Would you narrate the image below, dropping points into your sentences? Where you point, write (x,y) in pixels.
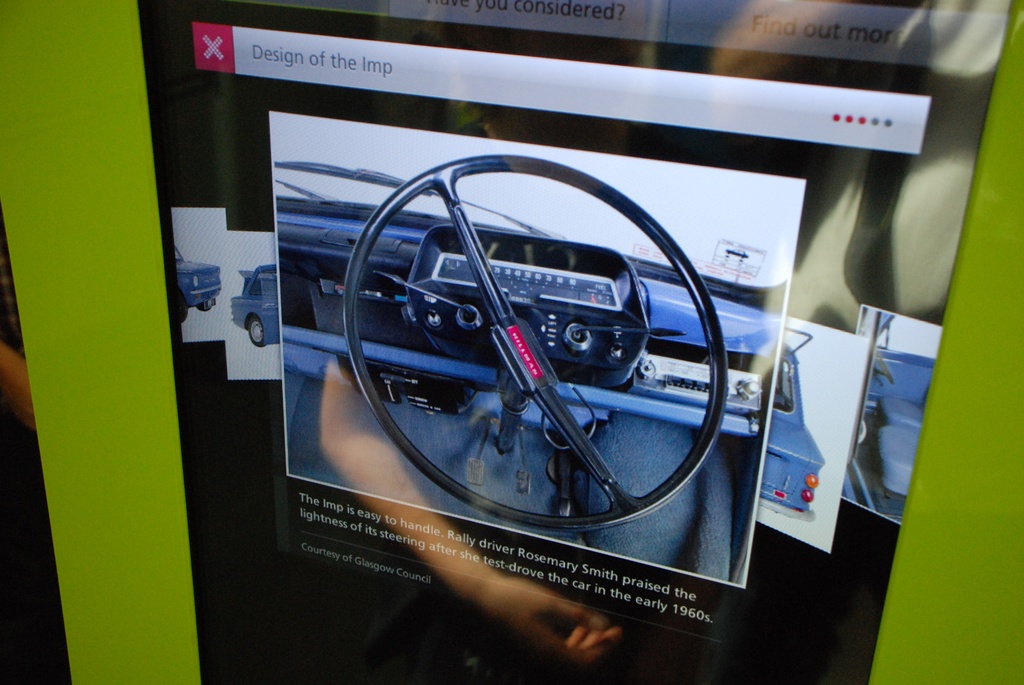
In this picture I can see there is a screen (482,327) and there is a screenshot of an image (537,455) of it, there is an image (549,484) of the steering wheel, a speedometer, clutch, brake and an accelerator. There is something written at the bottom of the image (488,549).
